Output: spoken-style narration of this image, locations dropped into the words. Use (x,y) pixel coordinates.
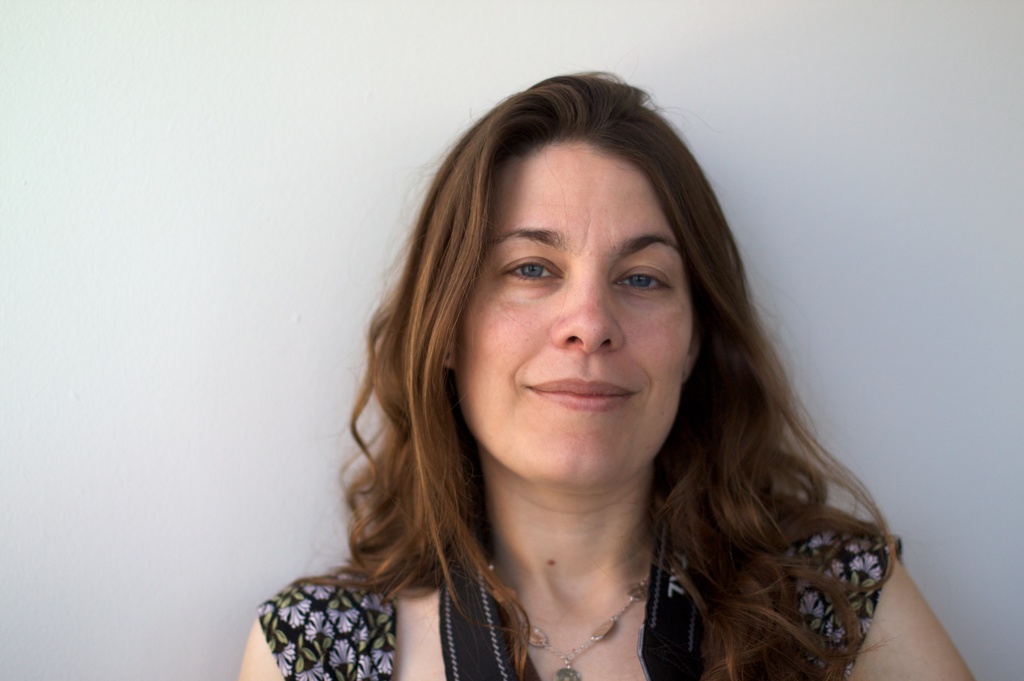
As we can see in the image there is a white color wall (176,401) and a woman (521,465) wearing black color dress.
